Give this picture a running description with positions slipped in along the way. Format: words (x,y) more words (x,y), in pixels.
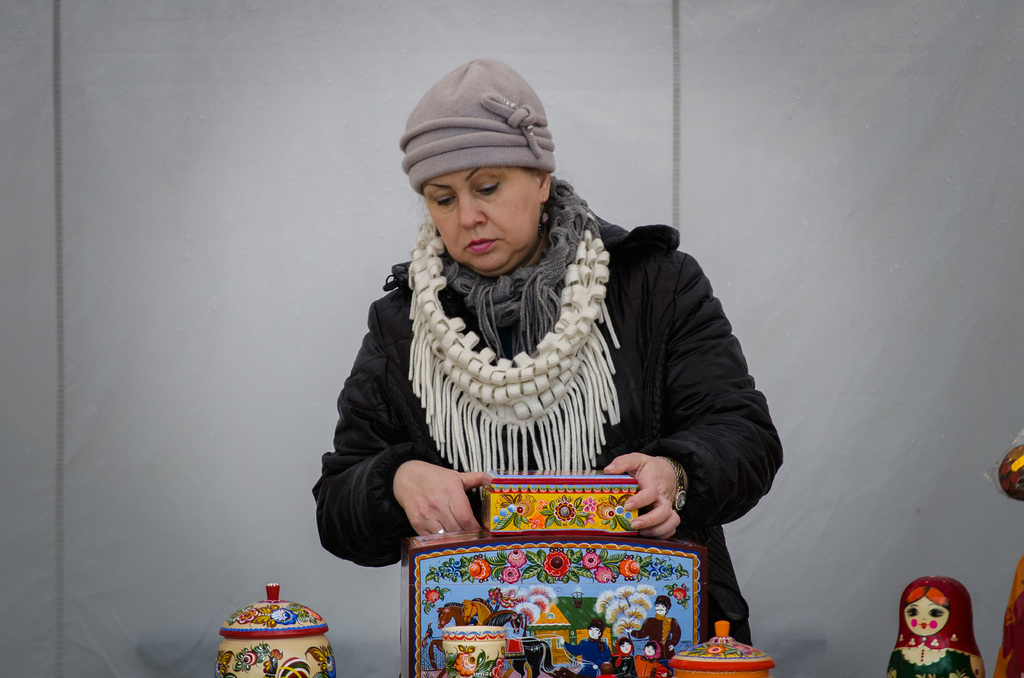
In the center of the image (399,452) we can see a lady (632,398) is standing and wearing a jacket (359,416), cap (426,128) and holding an object (558,501). At the bottom of the image (534,596) we can see the containers (527,606). In the bottom right corner (922,611) we can see a toy (946,634). In the background of the image (997,84) we can see the banner (776,299).
